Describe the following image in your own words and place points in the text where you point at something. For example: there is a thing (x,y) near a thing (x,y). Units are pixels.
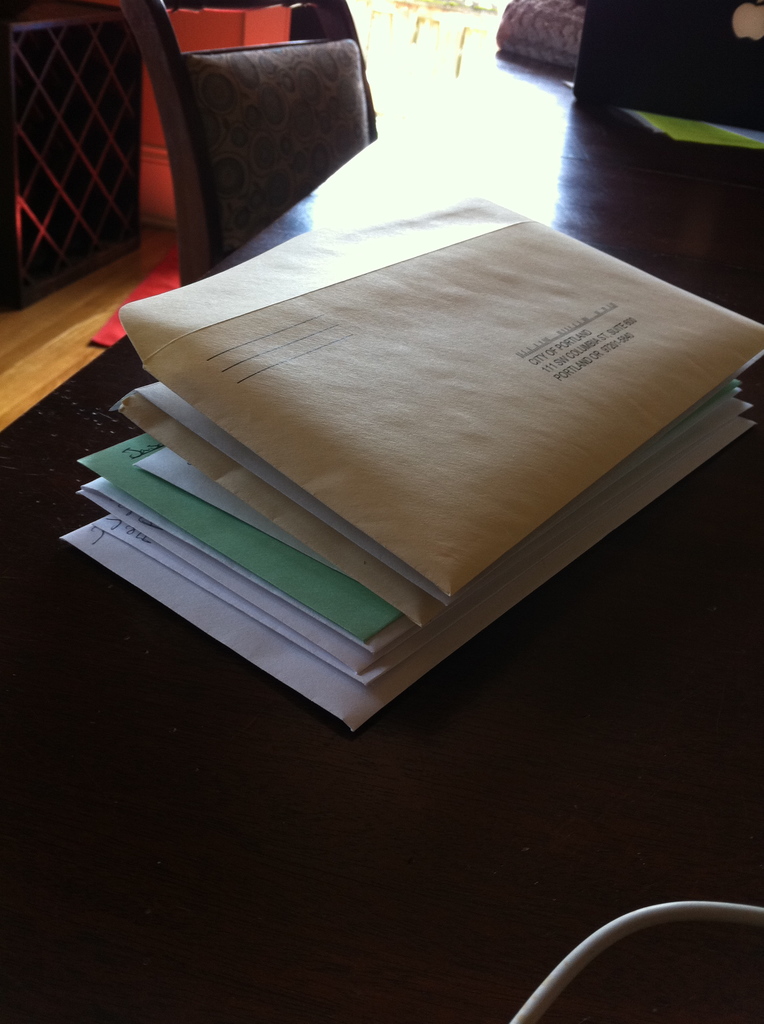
In this picture in the middle (353,506) those are looking like the papers (450,539) with envelopes (363,464), at the top (303,101) it may be a chair (243,178).
